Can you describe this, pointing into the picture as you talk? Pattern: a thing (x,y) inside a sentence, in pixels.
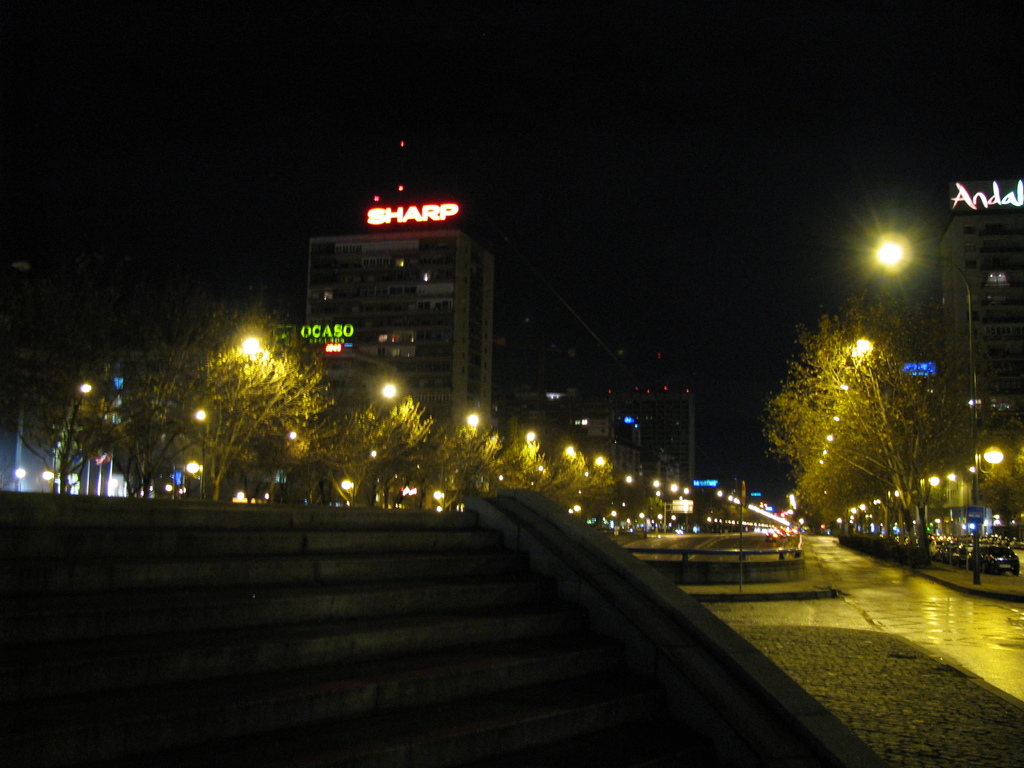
In this image we can see steps (462,684), road (860,572), light poles (383,388), vehicles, trees (396,451), buildings (553,410), name boards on the buildings (399,354) and other objects (672,624). In the background (342,54) the image is dark.
